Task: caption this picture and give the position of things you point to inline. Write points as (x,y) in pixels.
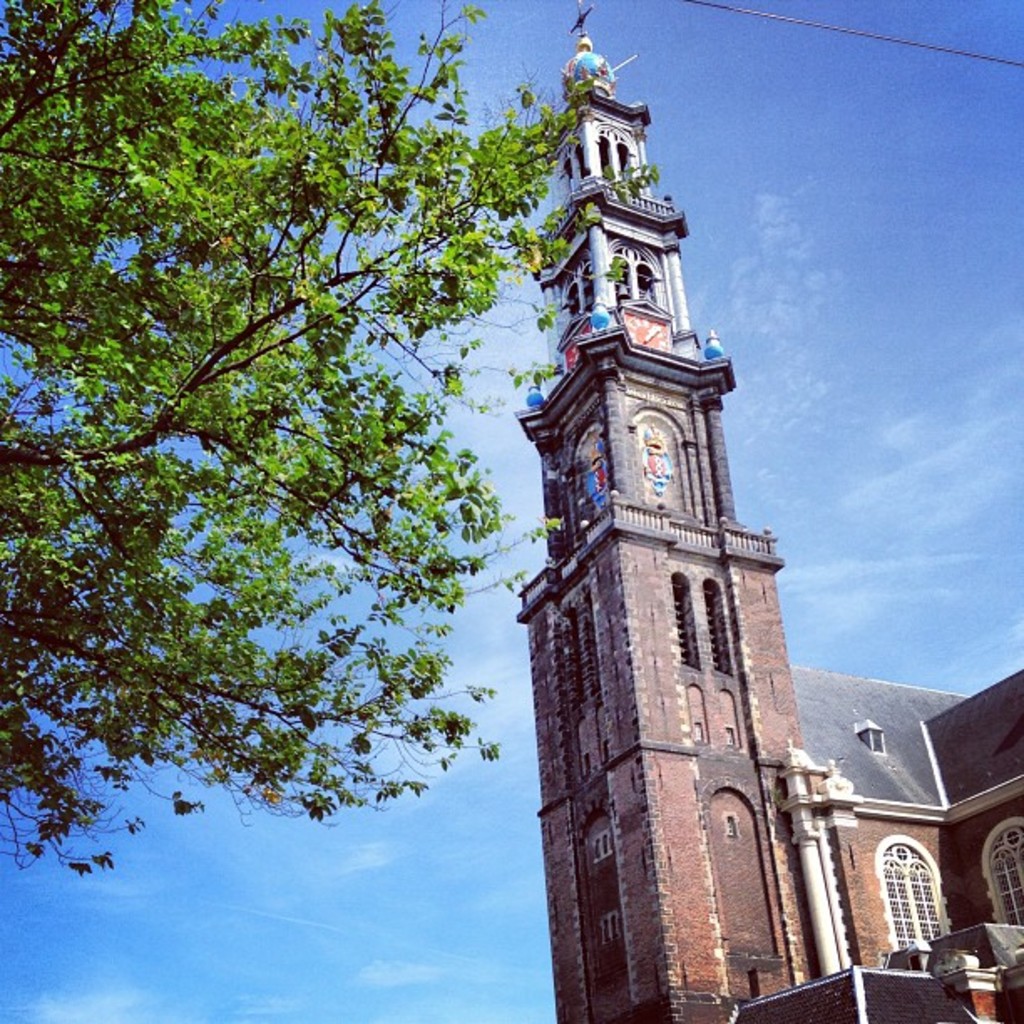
In this image, we can see a building (654,617) and there is a tree (251,699) on the left side (324,250), at the top (823,40) there is a blue sky (754,42).
